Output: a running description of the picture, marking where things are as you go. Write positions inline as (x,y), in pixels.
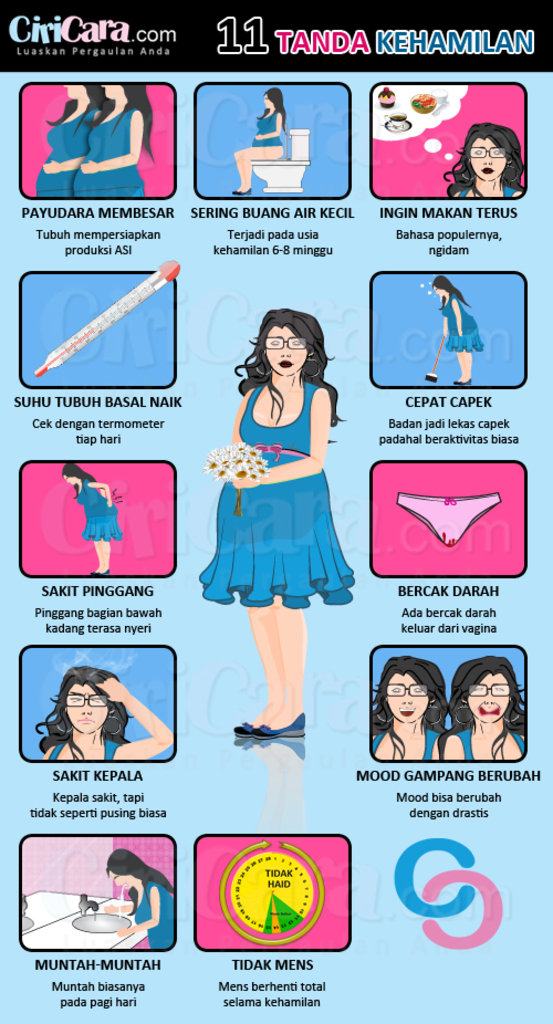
In the image there is a poster (268,530) with cartoon images (170,548). And also there is some text (435,436) on it.
